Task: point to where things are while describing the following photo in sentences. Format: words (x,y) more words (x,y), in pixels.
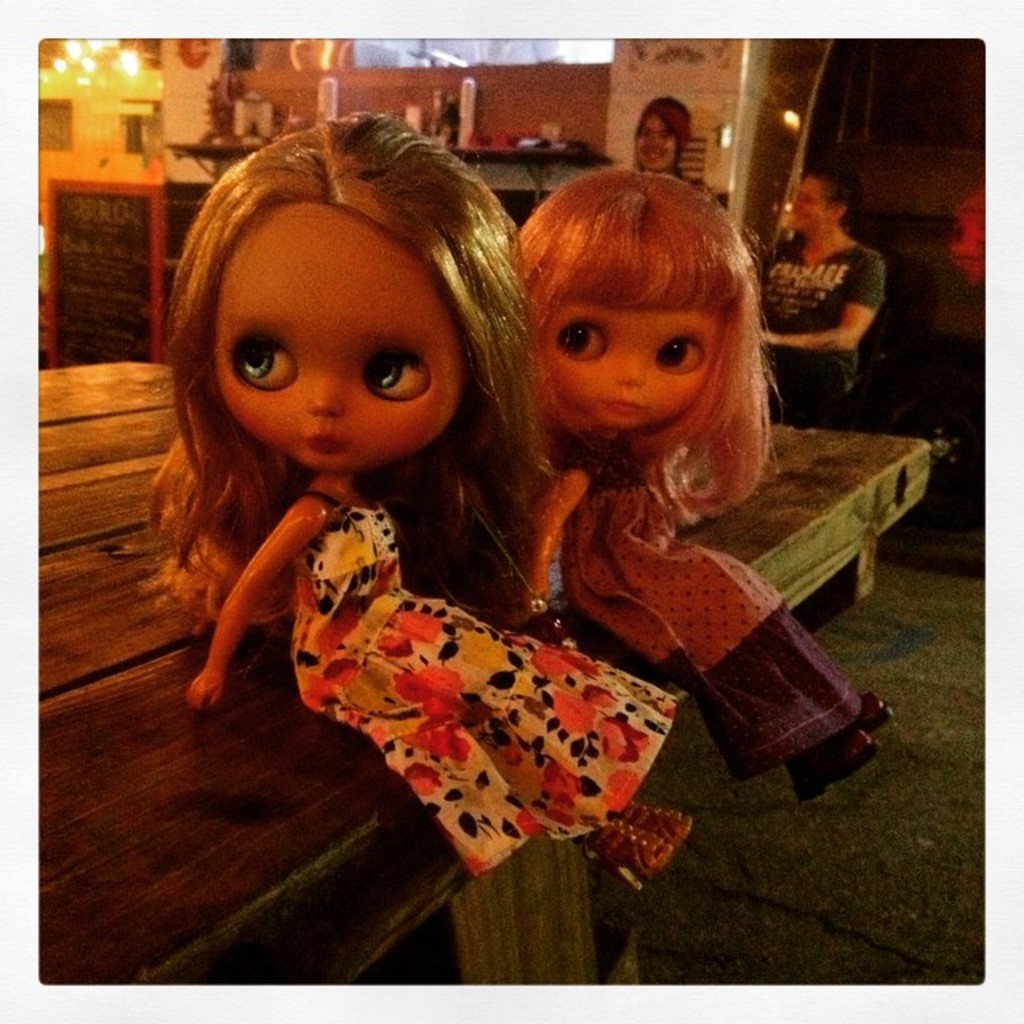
In this picture we can see two dolls (497,419) on a table (96,774), board (79,194), lights (114,44) and some people (837,211) and in the background (238,138) we can see some objects (483,152).
